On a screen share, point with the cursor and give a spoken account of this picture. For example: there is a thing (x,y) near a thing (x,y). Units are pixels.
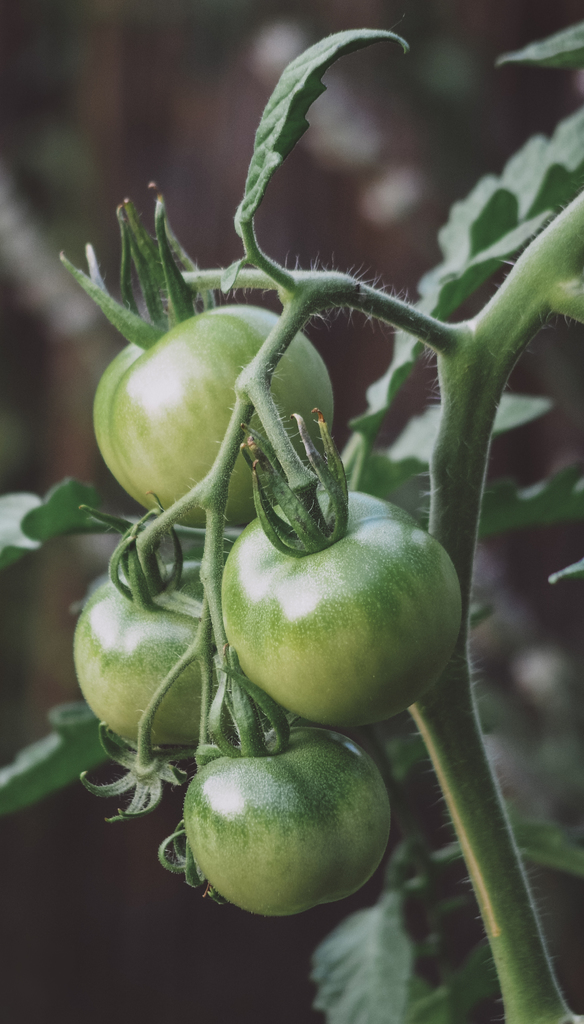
In this image, we can see a plant (240,506) with green color tomatoes (285,840).
